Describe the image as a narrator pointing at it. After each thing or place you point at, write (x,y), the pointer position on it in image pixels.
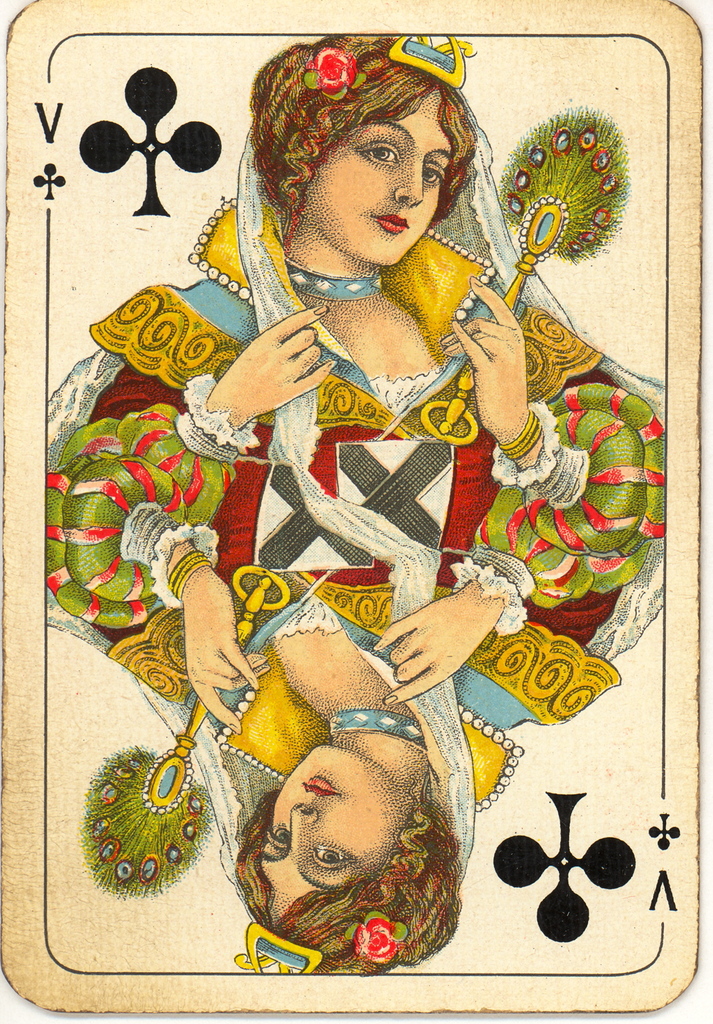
In this picture there is a queen (73,442) at the top (431,320) and bottom side of the image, on a card (195,274).
